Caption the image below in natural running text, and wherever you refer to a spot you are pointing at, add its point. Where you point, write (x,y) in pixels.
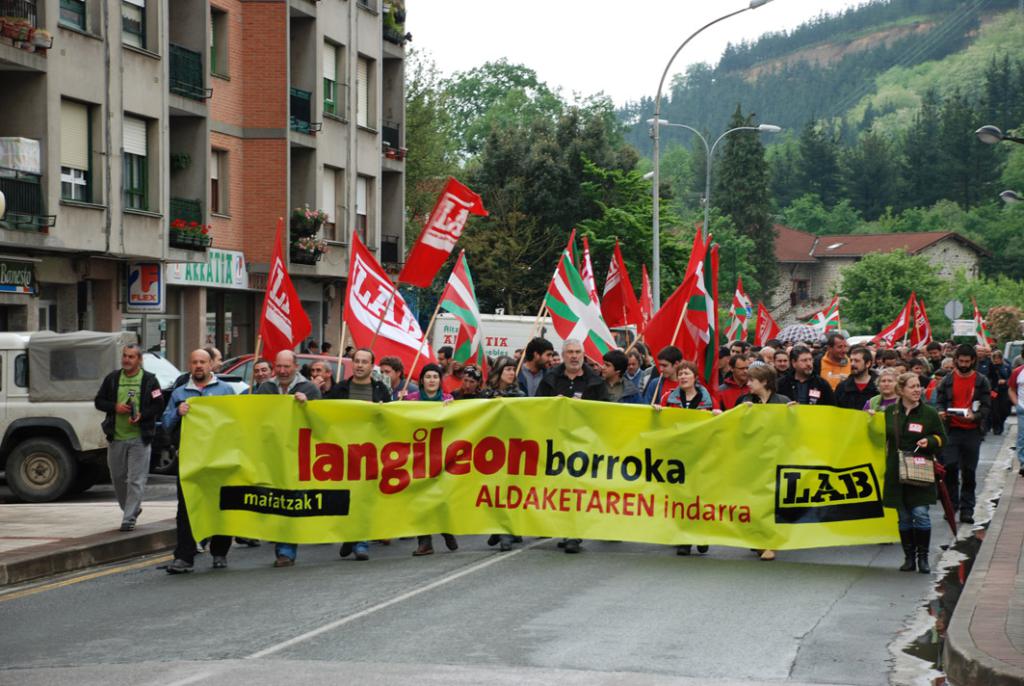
In this picture we can see a few people (632,352) holding a banner (337,401) and walking on the path (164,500). On this banner (483,534), we can see some text (797,496). There are some people (258,384) holding flags (824,325) in their hands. We can see two people (133,431) on the path (165,516) on the right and left side of the image (113,490). We can see a few flower pots (306,245) on a building (346,204) on the left side (293,220). There are a few vehicles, a board (141,279) on a pole (955,318), street lights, buildings (262,210) and trees (441,285) in the background (135,297).
